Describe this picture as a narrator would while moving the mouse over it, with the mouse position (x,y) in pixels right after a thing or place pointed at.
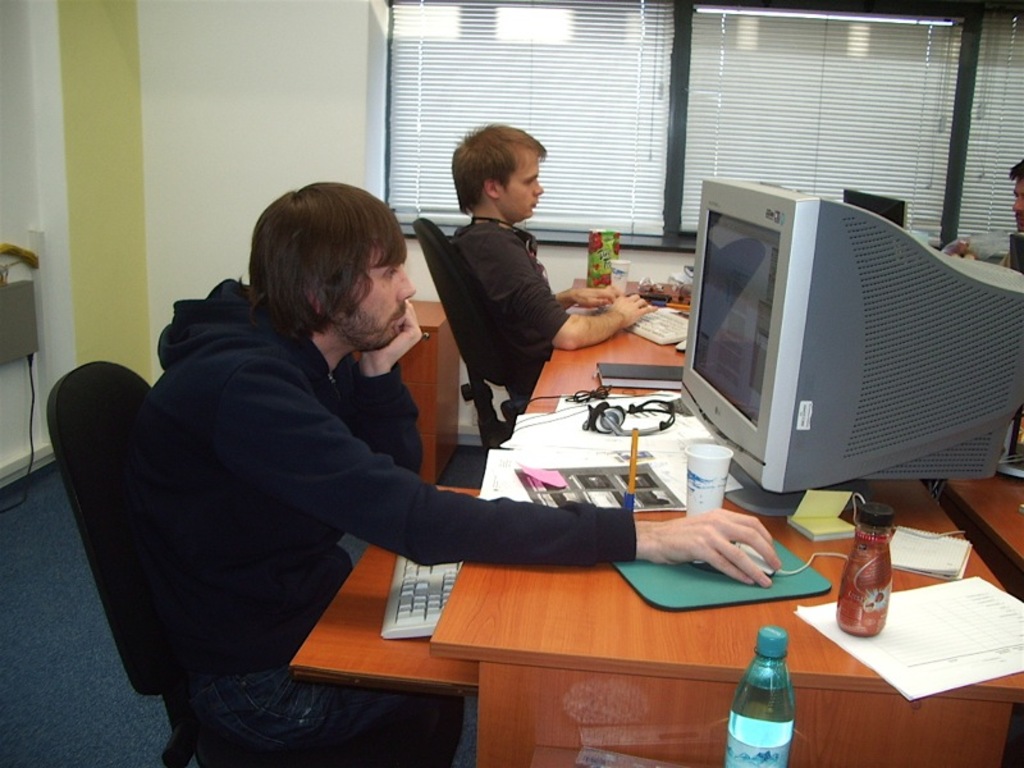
There are two persons (399,373) sitting on chairs (151,674). In front of them there is a table (588,383). On the table (595,379) there is a computer (821,383), keyboard (429,593), mouse (746,550), mouse pad (703,588), bottle (873,587), papers (590,440), glass (696,475), headphones (622,414) and many other items (663,284). In the background (237,89) there is a wall (290,113), curtain (693,86), window (792,93).
